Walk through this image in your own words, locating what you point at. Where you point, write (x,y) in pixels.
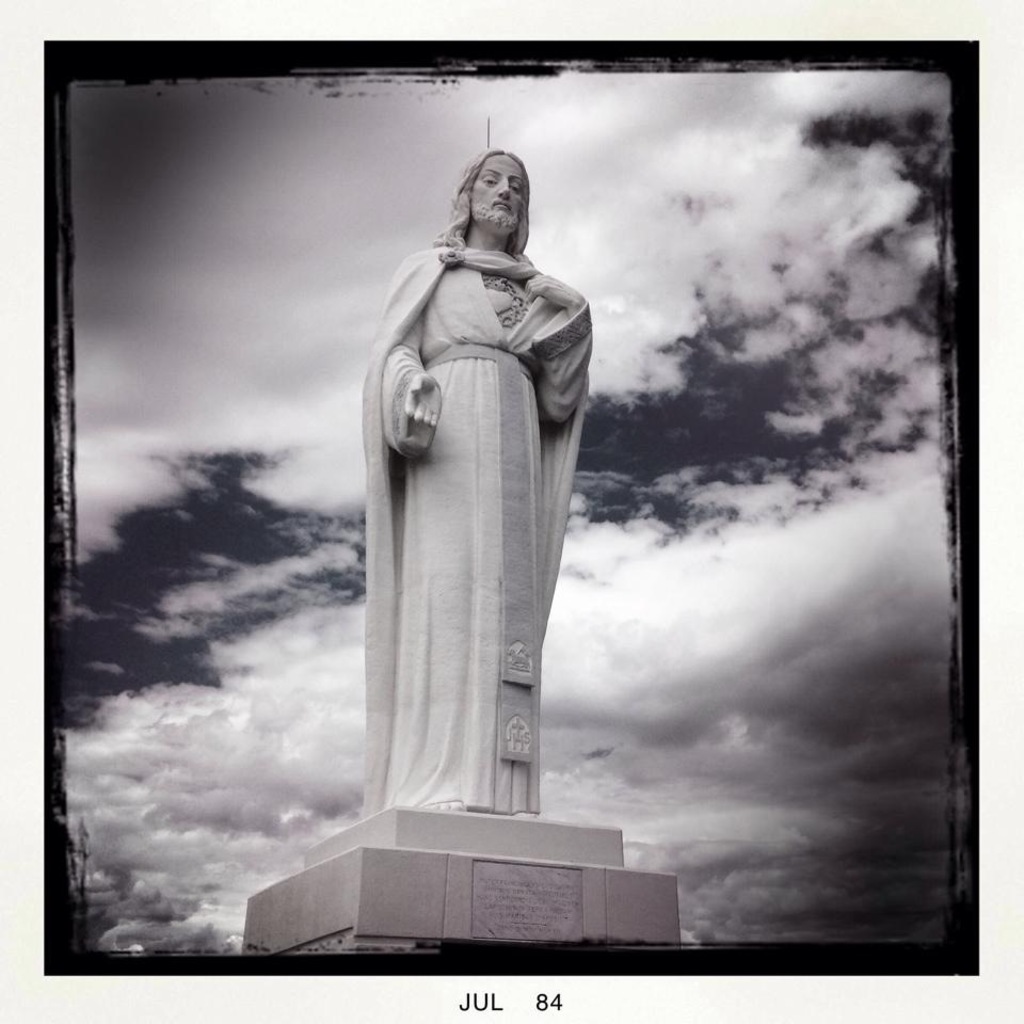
This is an edited image where we can see a statue (398,529) in the middle of this image (381,407) and the cloudy sky (583,135) is in the background (309,386). We can see text (483,991) at the bottom of this image (476,1000).
